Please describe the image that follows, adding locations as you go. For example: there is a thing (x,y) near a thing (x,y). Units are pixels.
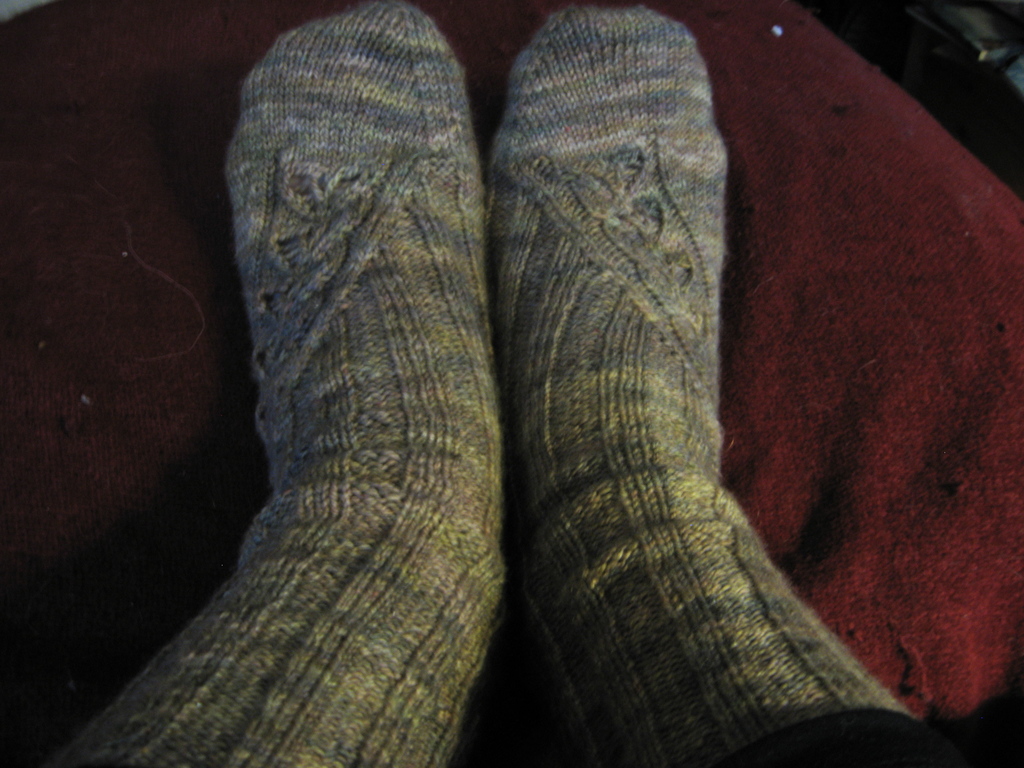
In this image person's legs (508,359) are visible. He is wearing socks (538,471). He kept his legs (595,333) on the cloth (803,333).
